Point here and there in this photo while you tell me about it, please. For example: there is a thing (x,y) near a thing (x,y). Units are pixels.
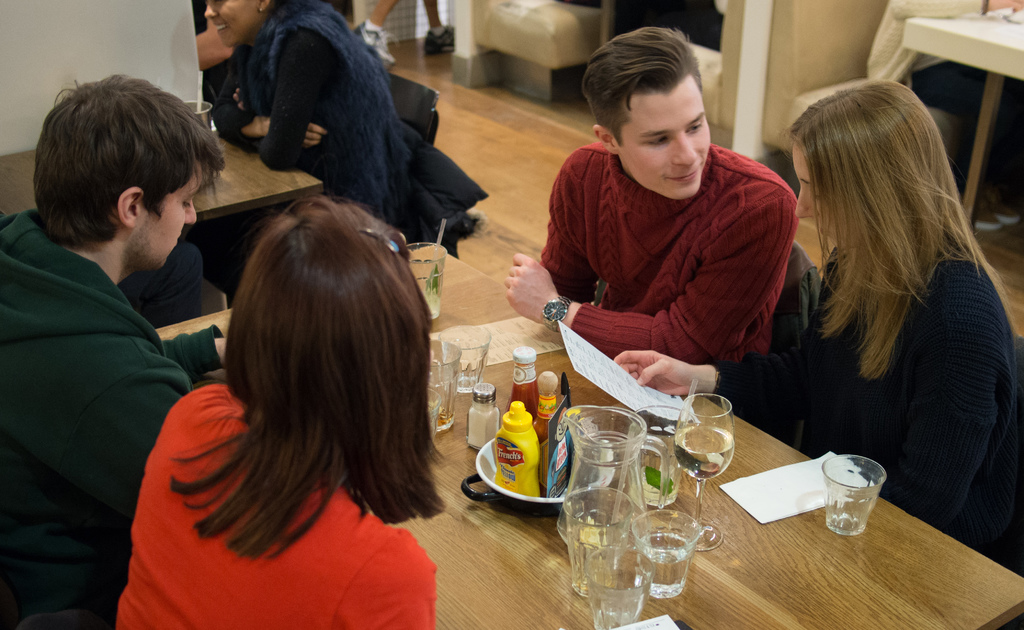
In front of the picture, we see four people (205,398) are sitting on the either side of the table (698,553). On the table (718,522), we see glasses (675,524), jar (583,438), tissue papers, a bowl (488,470) containing sauce bottles (530,435) and some other objects (483,422) are placed. In front of them, we see a table (253,197). In the right top (909,68), we see the man (942,95) sitting on the sofa (853,63) and in front of him, we see a white table (938,54). In the background (560,19), we see the legs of the human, sofa (553,66) and the wooden floor (506,141). This picture might be clicked in the restaurant (446,452).
